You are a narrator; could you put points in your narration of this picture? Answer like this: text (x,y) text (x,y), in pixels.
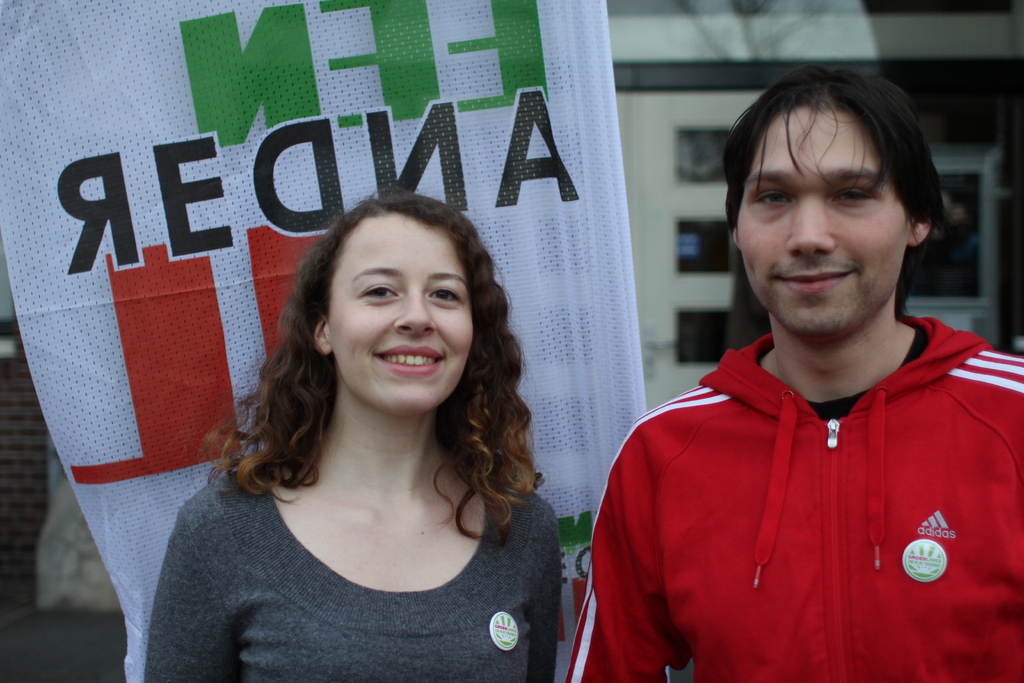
In this picture, we can see two persons (767,546), and cloth (42,93) with some text (393,178), and we can see the blurred background (1011,95).
